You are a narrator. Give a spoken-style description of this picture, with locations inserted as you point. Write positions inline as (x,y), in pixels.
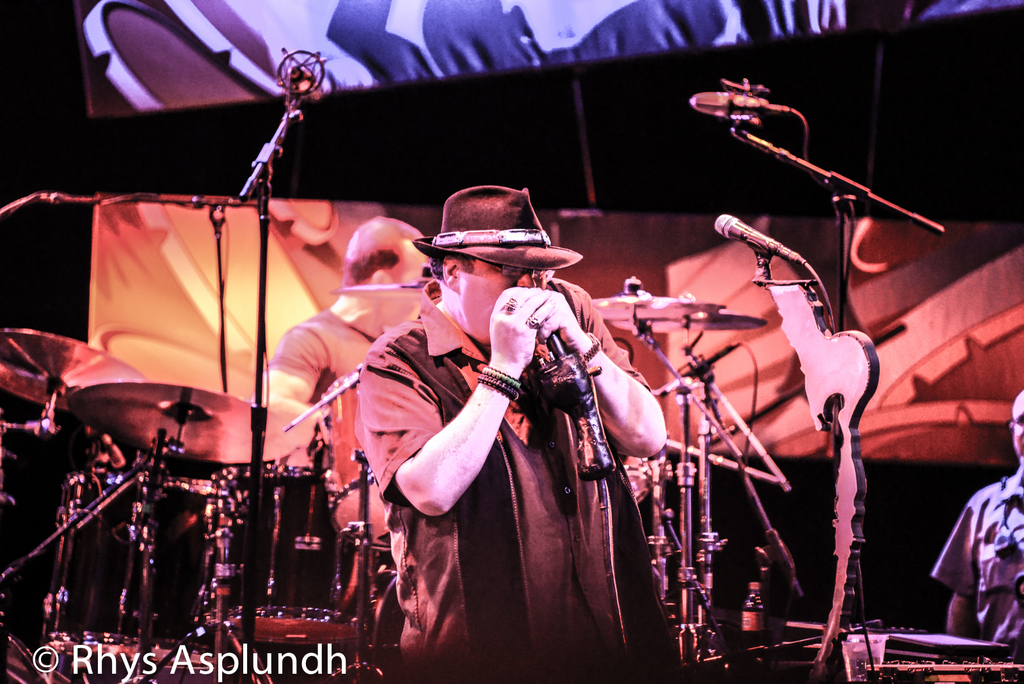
In the middle of the image (540,451) a person (478,267) is standing and holding a microphone (584,423). Behind him we can see some drums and musical instruments (971,657). Behind them two persons (978,597) are standing. At the top of the image (769,32) we can see a banner (650,23).
